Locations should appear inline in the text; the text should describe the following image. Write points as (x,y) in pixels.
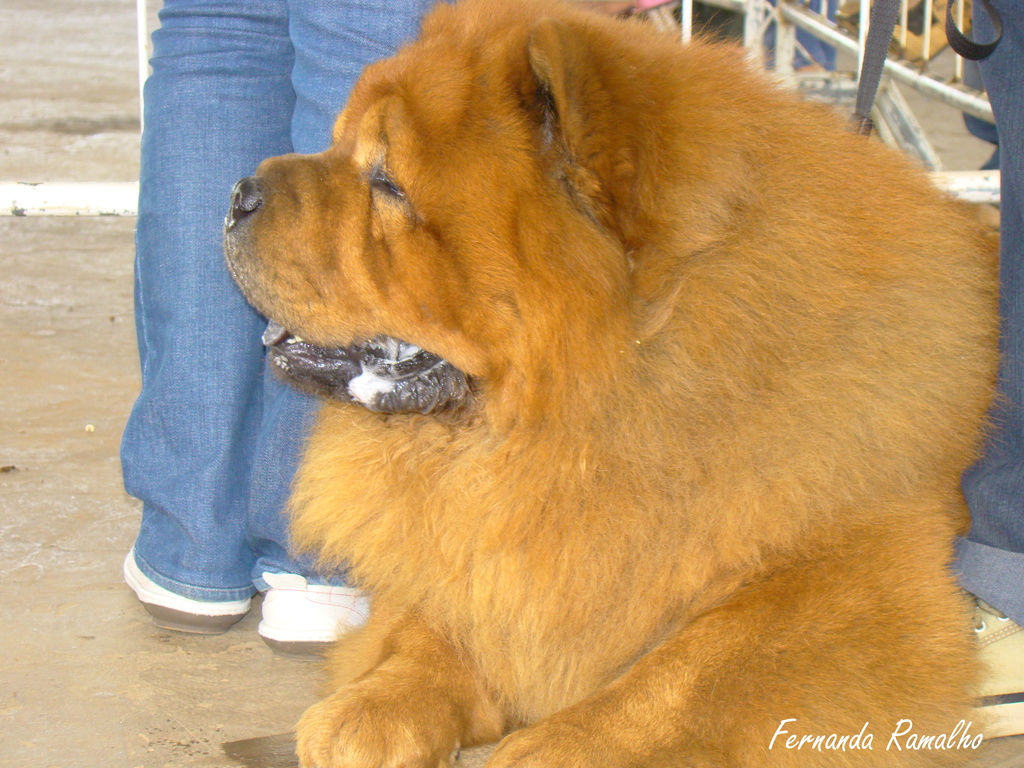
There is a dog (582,446) in the center of the image (586,388), there are people (244,123) and metal object (787,47) in the background area (769,59). There is text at the bottom side (830,736).
